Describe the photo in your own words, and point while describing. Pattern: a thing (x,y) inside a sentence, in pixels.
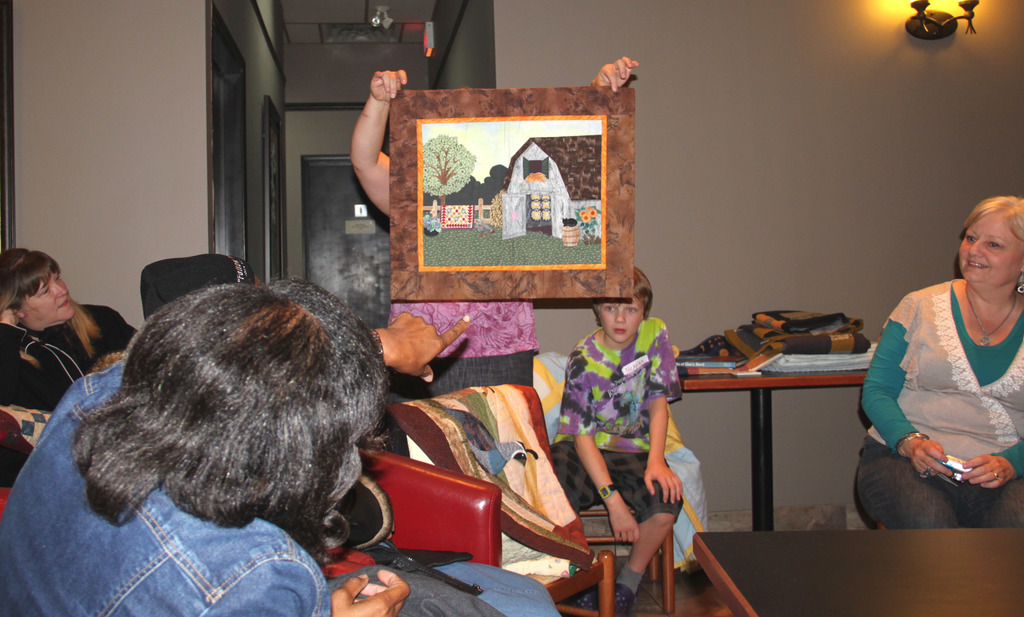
The picture is taken inside a house (143,121). In the foreground of the picture (221,446) we can see people (974,379), couches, tables (861,571), clothes (757,361) and various other objects (724,373). In the middle of the picture (624,208) we can see a person (394,310) holding a frame (624,137). On the right (776,192) it is wall (1013,16). On the left (85,122) it is wall (294,181). In the center of the background (320,204) we can see doors (347,234).
